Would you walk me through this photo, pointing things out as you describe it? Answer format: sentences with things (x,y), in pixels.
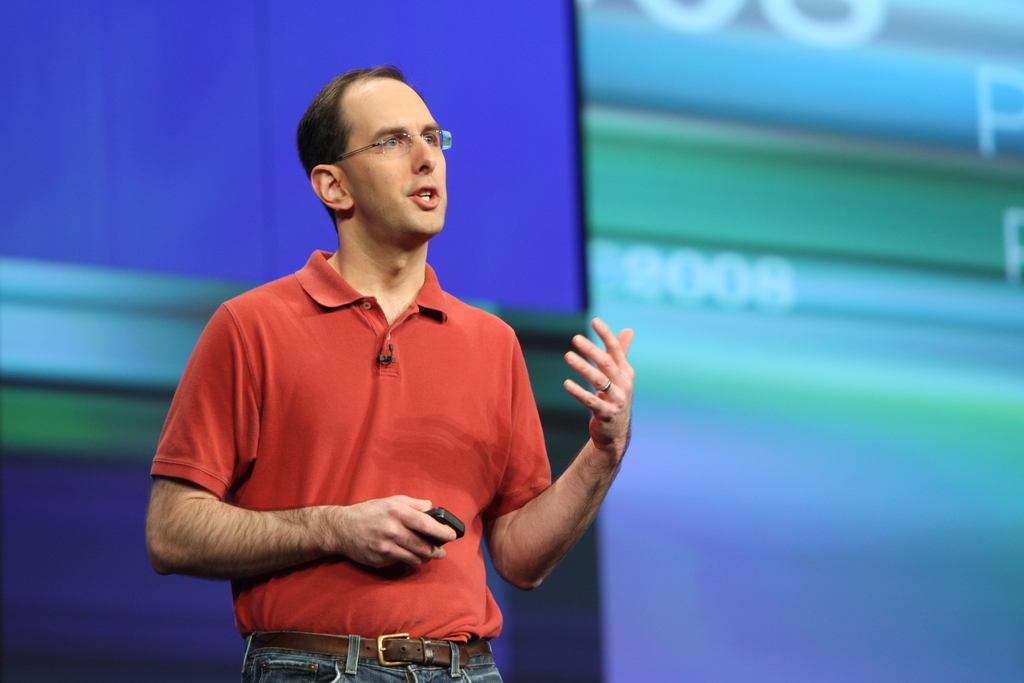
In the image there is a man (403,421), he is speaking something and he is holding a gadget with his hand (372,518) and the background of the man (328,125) is blur.
